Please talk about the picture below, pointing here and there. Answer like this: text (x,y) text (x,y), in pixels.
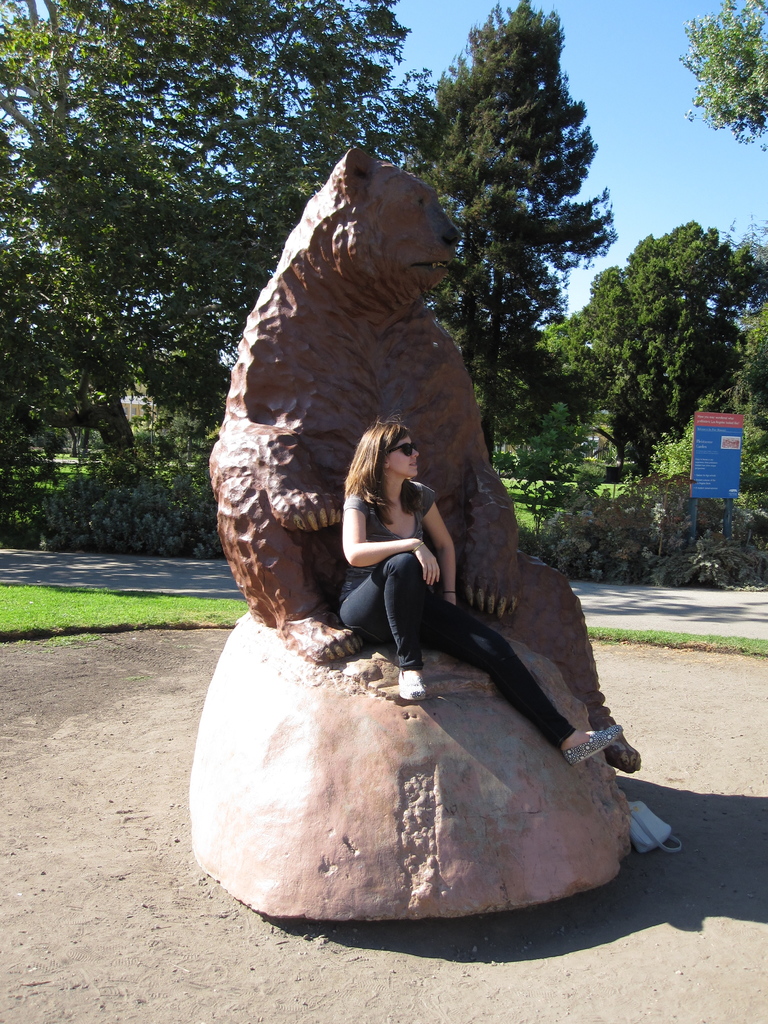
In this image a woman (409,687) wearing goggles (401,447) is sitting on a rock (366,740) having a statue (337,305) of an animal (323,415). There is grass (4,607) on land (84,749). Beside there is road (4,581). There are few plants (86,529) and trees (500,411) on the grassland (530,520). Top of image (648,189) there is sky (629,180). Right side (699,444) there is a board (723,487) attached to a pole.
